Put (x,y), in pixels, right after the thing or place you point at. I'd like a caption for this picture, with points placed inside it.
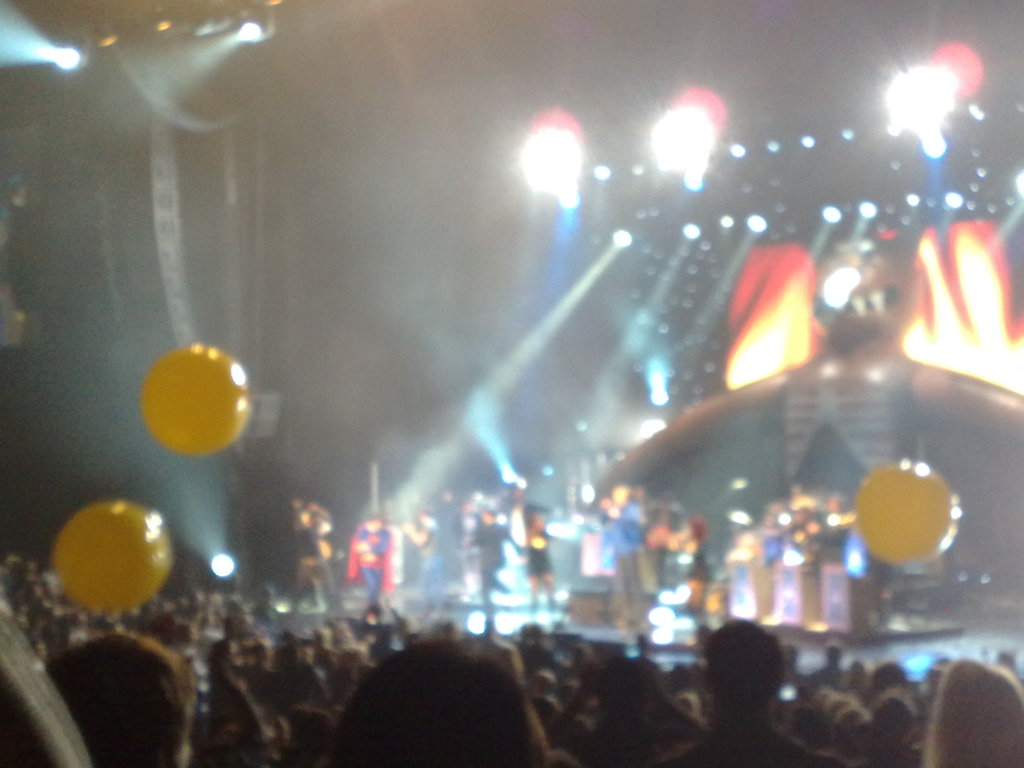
In this blur image, we can see people (419,694), lights (546,155) and balloons (95,554).
